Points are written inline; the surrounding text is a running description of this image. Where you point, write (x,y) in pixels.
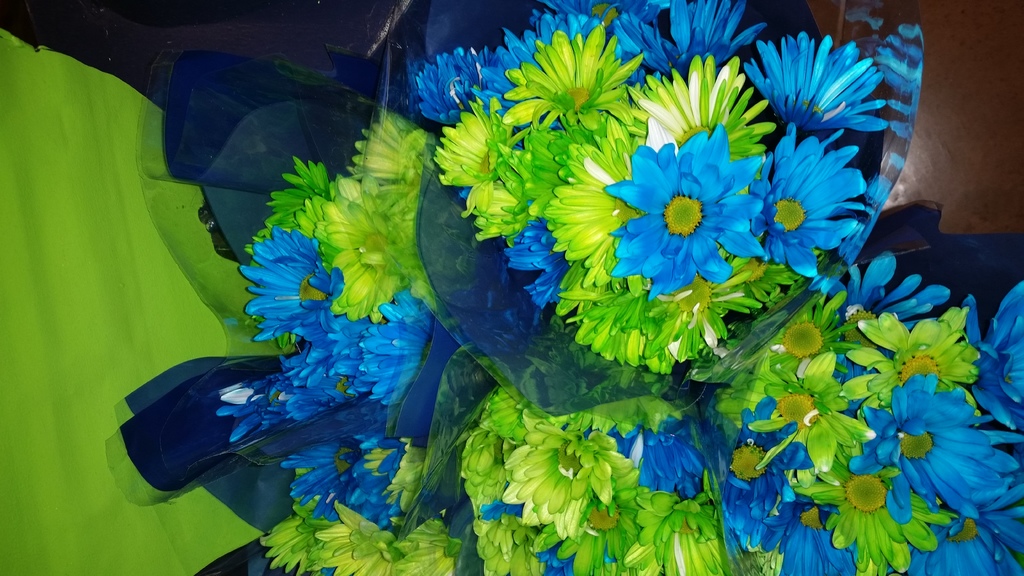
In this image in the center (643,230) there are some flower bouquets (542,385), on the left side (124,308) there is one paper (88,357).
